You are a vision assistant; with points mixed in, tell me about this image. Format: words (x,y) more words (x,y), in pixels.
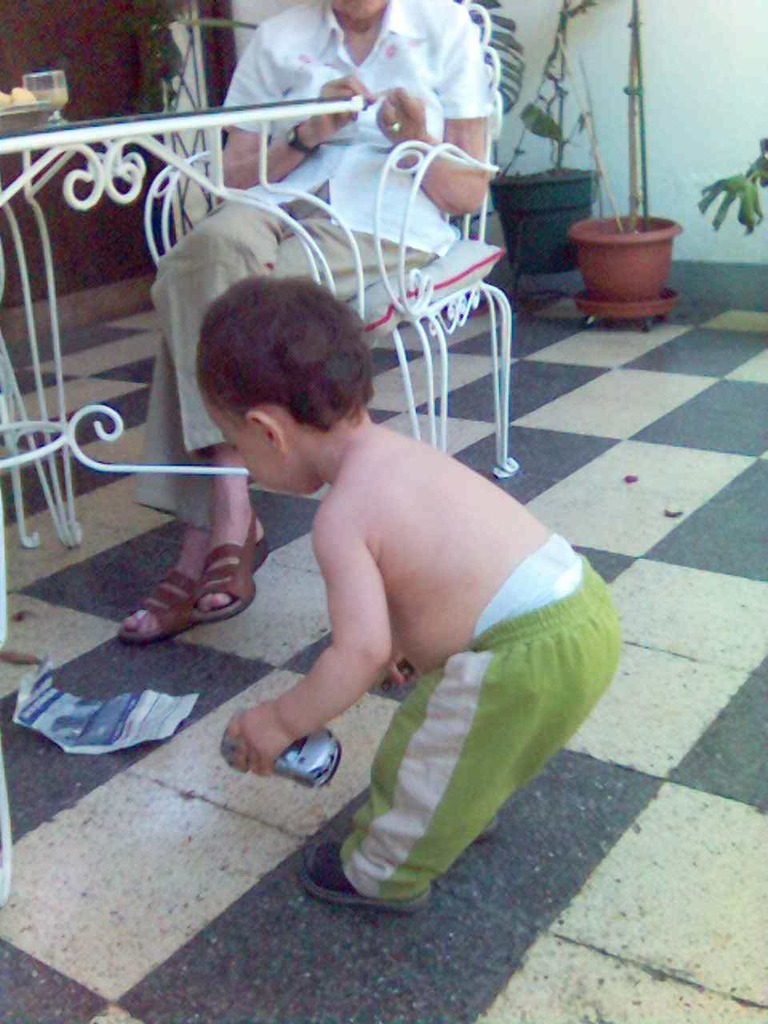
In this image I can see two persons (343,81). In front the person (554,754) is wearing green color pant (544,733) and holding some object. Background (737,142) I can see few plants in green color and the wall (574,44) is in white color.
